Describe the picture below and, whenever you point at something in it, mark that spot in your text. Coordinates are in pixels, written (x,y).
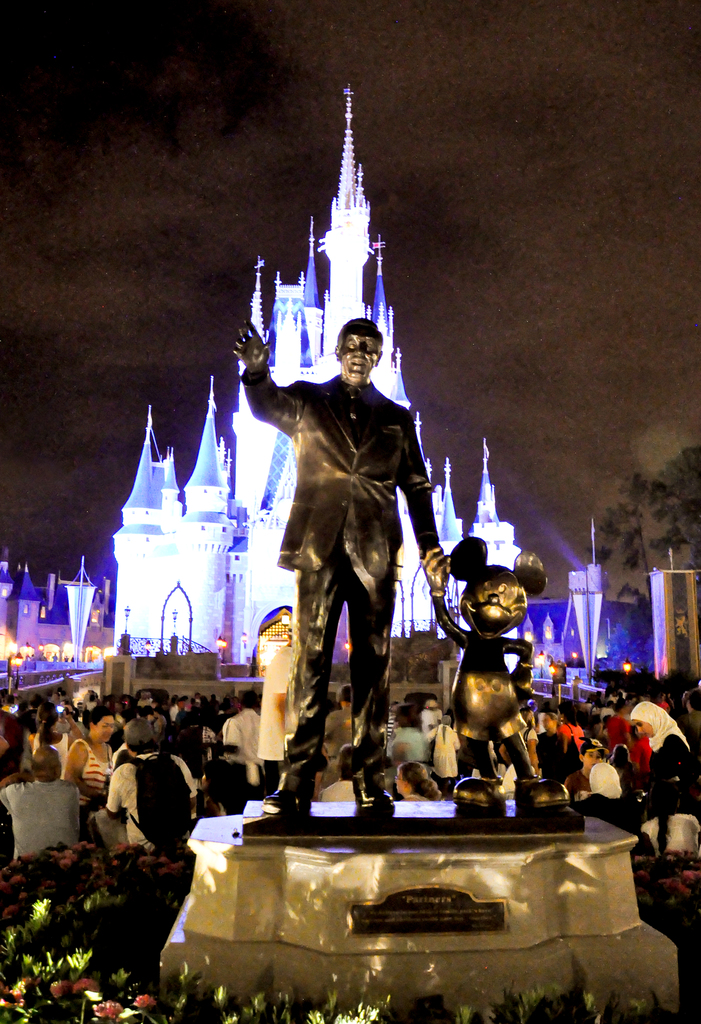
There are two statues (558,794) on a platform (473,819). Around this platform (616,933), there are plants (158,885) having flowers (9,906). In the background (169,840), there are persons (157,735), there is a building (315,383), there are trees (676,530) and there are clouds (251,156) in the sky (535,60).
